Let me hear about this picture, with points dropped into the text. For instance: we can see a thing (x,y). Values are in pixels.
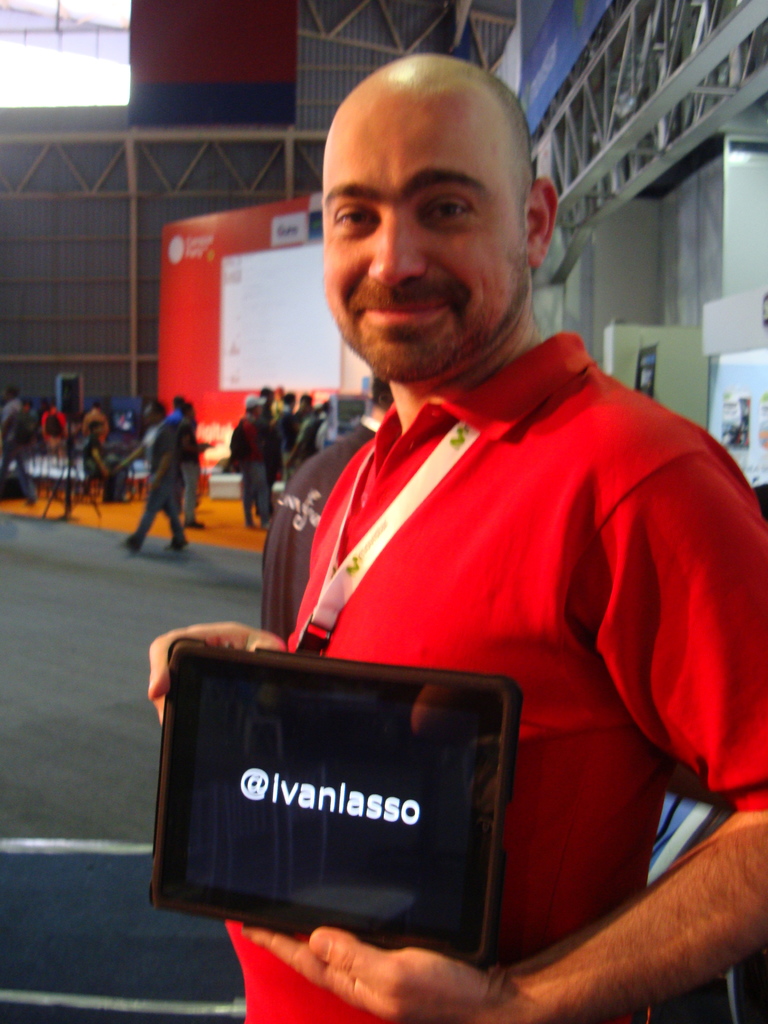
In the center of the image (456,552), we can see a person (469,589) wearing an id card (444,465) and holding a tab (340,841). In the background (180,331), there are boards (558,24) and we can see rods (110,136), some people (174,504) and there are stands (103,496). At the bottom (39,696), there is a road (85,661).
